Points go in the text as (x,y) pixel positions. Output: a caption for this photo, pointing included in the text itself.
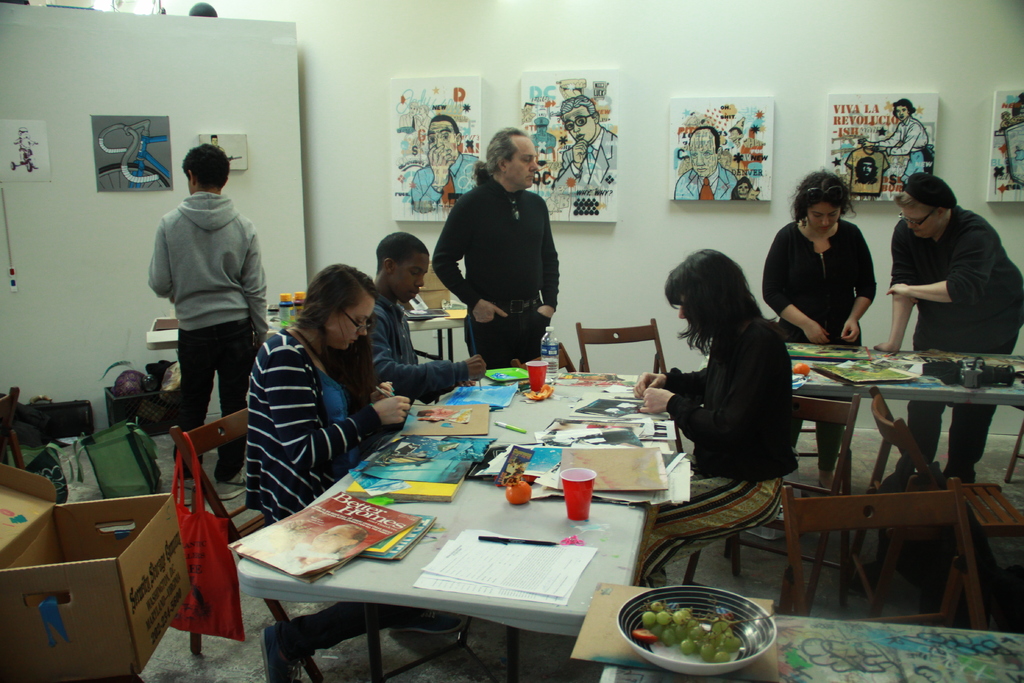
It is a closed room (132,227) with people (771,408) around seven members (475,274) three people (745,377) are sitting, four more people (1001,287) are standing in front of them there is a table (361,565) and books (420,530) on it one red colour bag (219,548) is hanged to the chair (205,448) and one bowl (752,657) with grapes (724,647) on it. A person (512,274) wearing a black shirt (495,263) is standing, behind him a white colour wall (641,223) is present with five paintings (456,148).
